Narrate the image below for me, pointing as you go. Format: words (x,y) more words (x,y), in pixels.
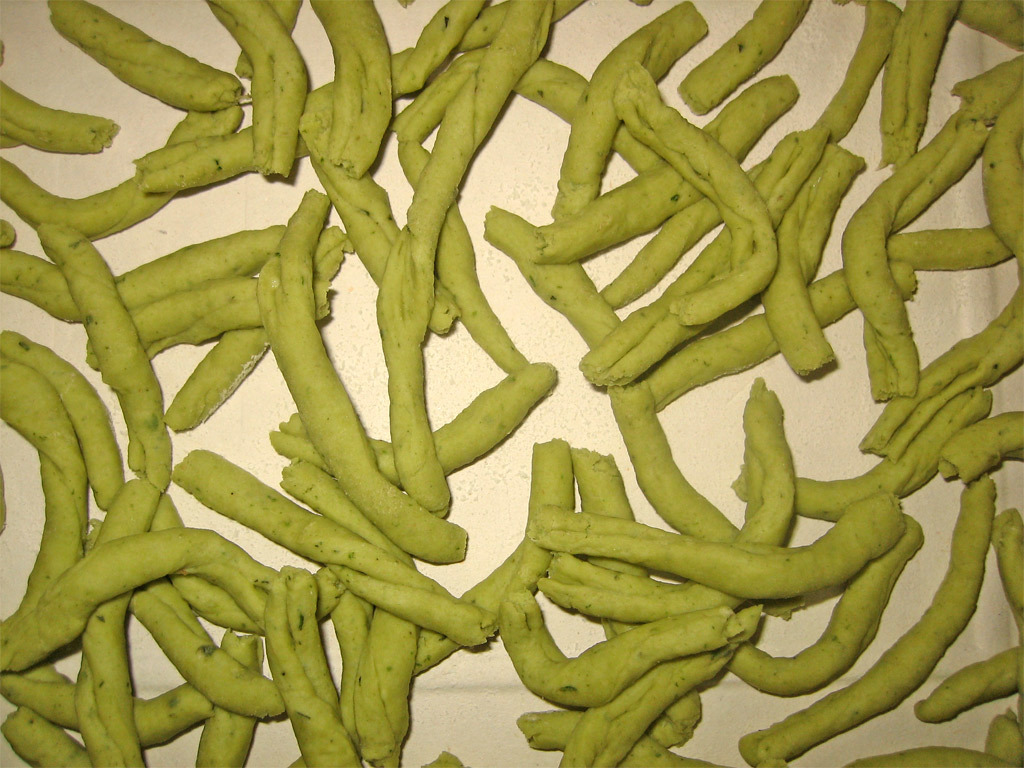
In this image we can see a food item (540,483).
